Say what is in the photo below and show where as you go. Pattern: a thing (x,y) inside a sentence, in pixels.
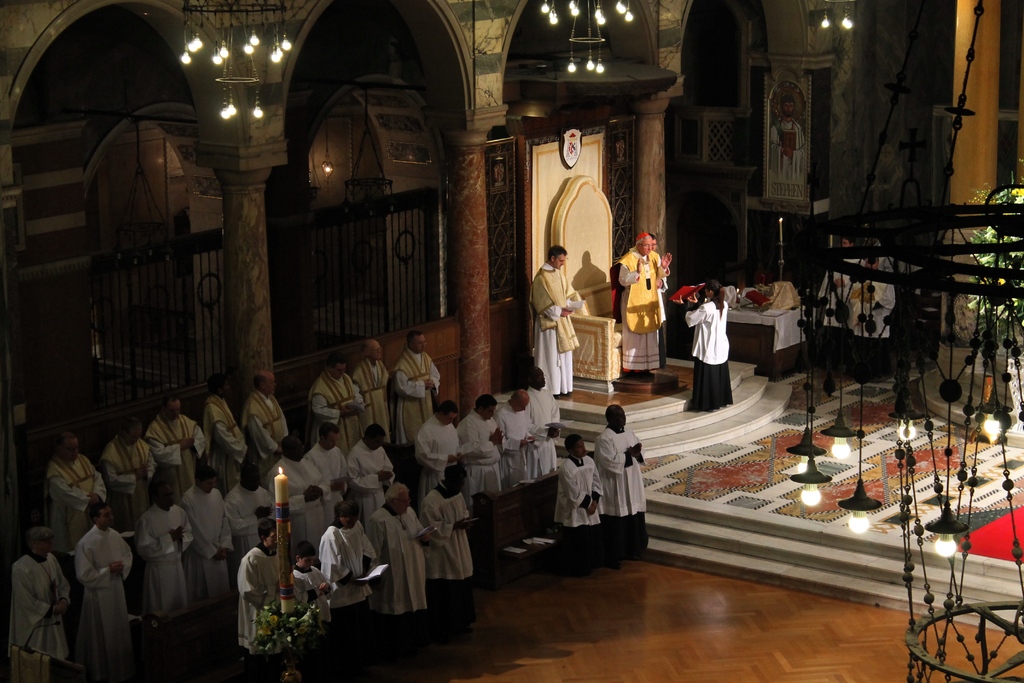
In this image we can see people (469,479) standing on the floor (712,472) and some of them are holding books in their hands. In the background (779,313) we can see grills (184,299), chandeliers (278,55), tables (729,332), candles (290,543), candle holders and carpet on the floor (773,497).
